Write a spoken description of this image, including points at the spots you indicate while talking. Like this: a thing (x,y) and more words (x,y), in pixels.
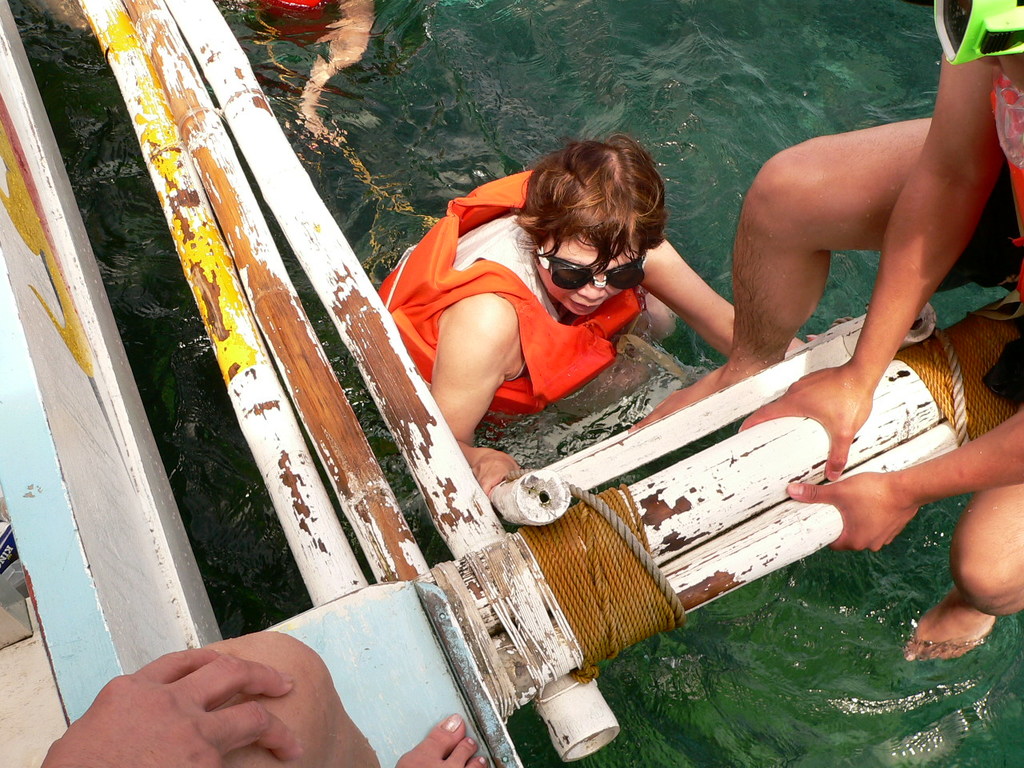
This image consists of few persons (990,279). At the bottom (633,744), there is water (681,736). On the left (91,669), it looks like a boat (338,671). And we can see a person (541,327) in the water (911,721).
